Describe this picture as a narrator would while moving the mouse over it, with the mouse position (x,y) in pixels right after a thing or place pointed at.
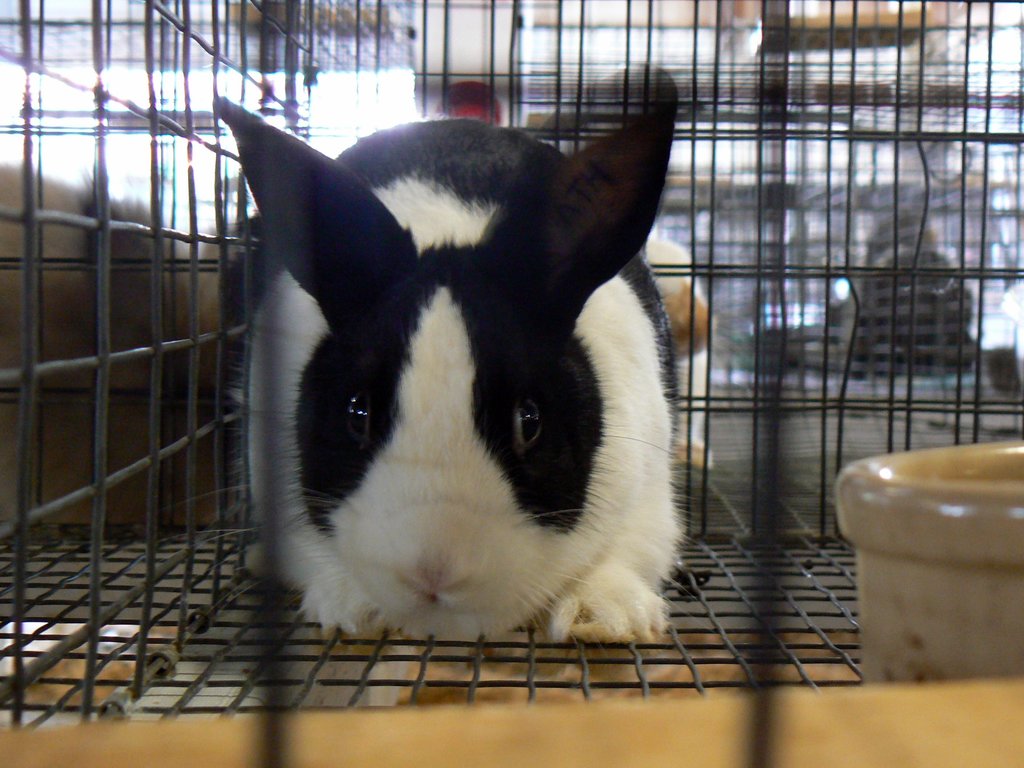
In this image there is a rabbit (406,274) in the cage (684,396). Beside the rabbit (591,517) there is an object (873,620).
